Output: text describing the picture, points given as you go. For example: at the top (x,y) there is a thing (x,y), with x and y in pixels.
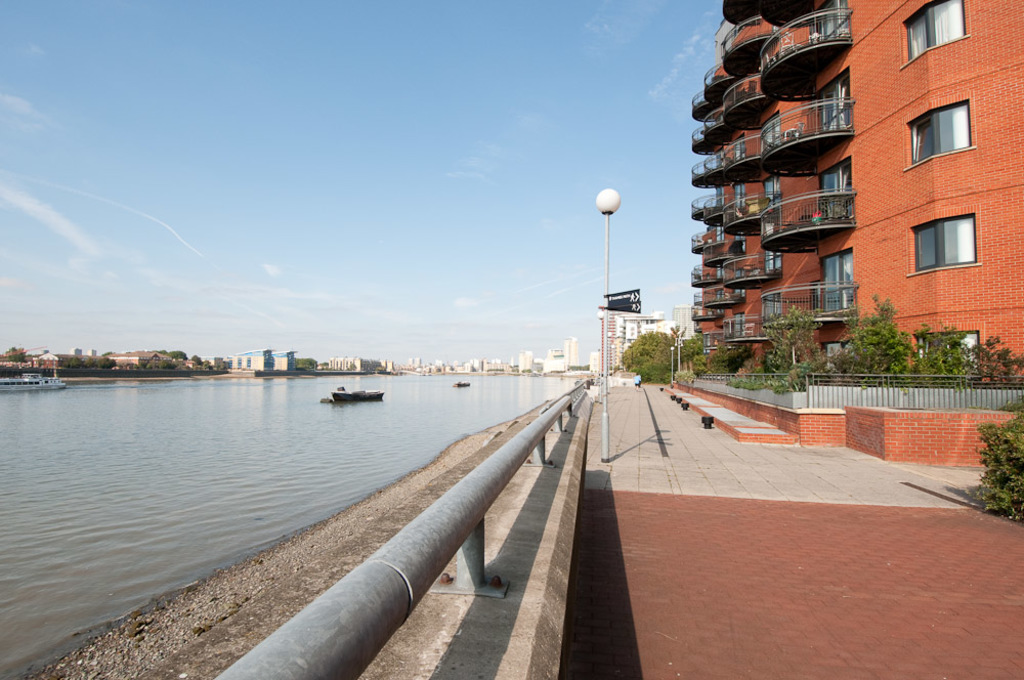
In this image I can see railing (465,546) and a pole (609,224) in the centre (538,439). I can also see a light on the pole (605,291). On the left side of the image (108,524) I can see water (331,488) and on it I can see few boats (15,378). On the both sides of the water (295,435) I can see number of trees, plants (1004,451) and number of buildings (621,358). In the background (604,166) I can see clouds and the sky (386,250).
